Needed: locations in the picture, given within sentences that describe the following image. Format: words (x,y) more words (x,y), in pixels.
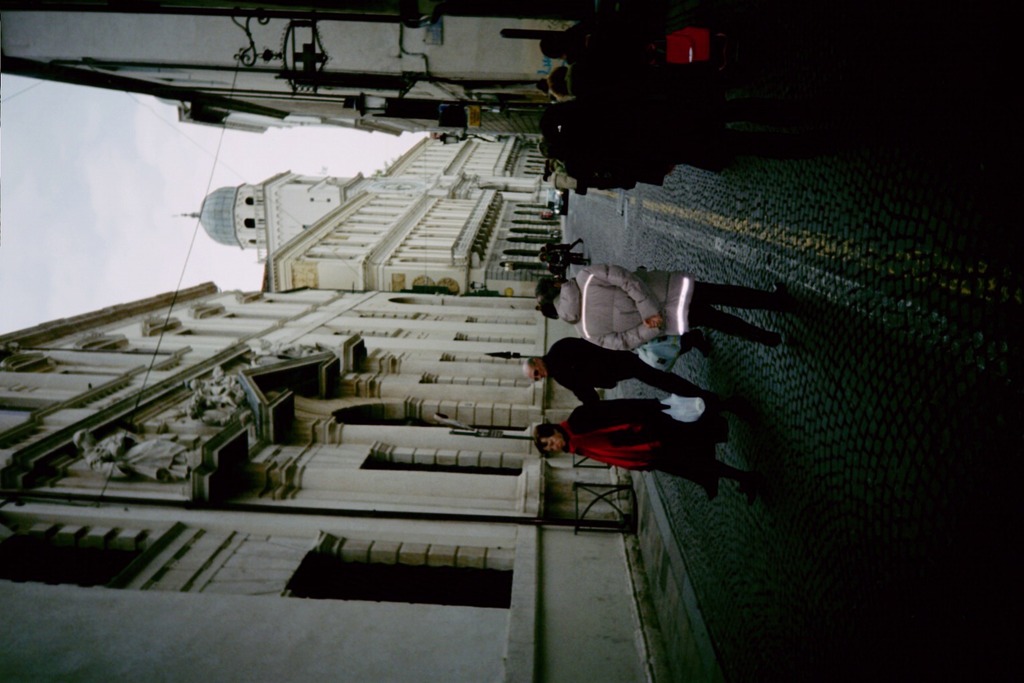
In this image I can see a road (663,237) in the centre (648,228) and on it I can see number of people (632,57) are standing. I can also see a vehicle (546,197) on the road (622,228) and on the both sides of the road (582,233) I can see number of buildings (462,204). On the left side of the image (160,180) I can see few wires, clouds (129,254) and the sky (161,230).
